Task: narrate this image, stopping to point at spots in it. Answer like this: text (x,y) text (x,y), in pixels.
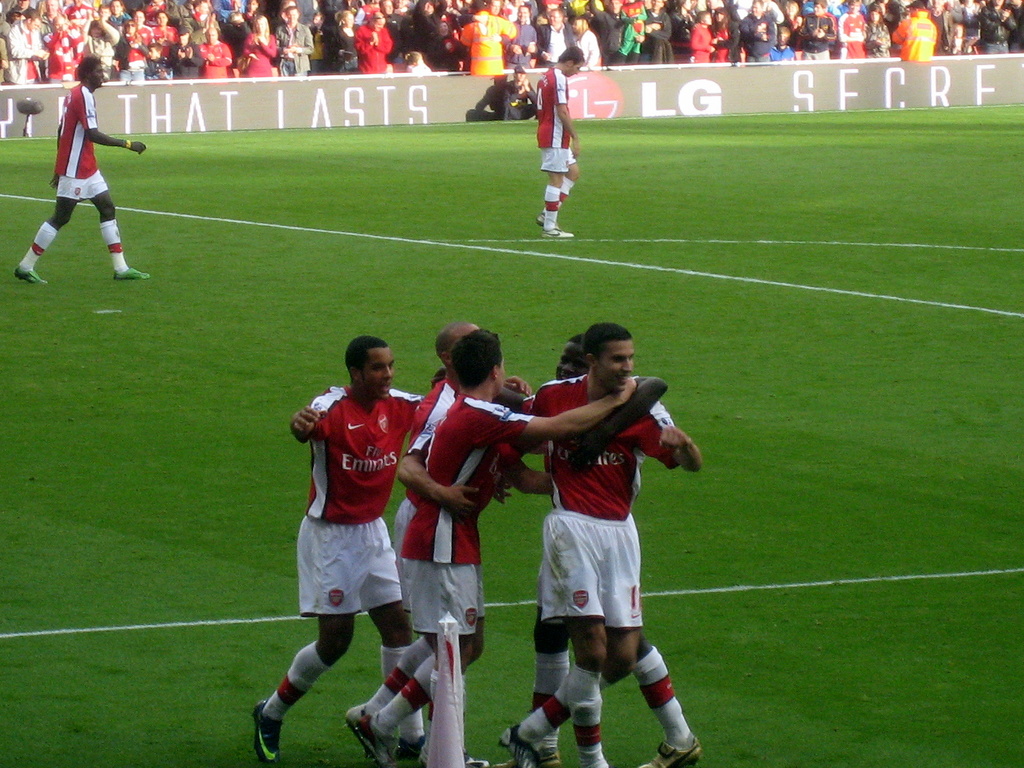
In this image we can see a group of people (611,421) standing on the ground (131,372). We can also see some grass (510,369) and a person (523,117) sitting beside a fence (279,119) containing some text (412,117) on it. On the bottom of the image (461,722) we can see the flag (457,702) to a pole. On the top of the image (399,39) we can see a group of people (379,64) standing.
